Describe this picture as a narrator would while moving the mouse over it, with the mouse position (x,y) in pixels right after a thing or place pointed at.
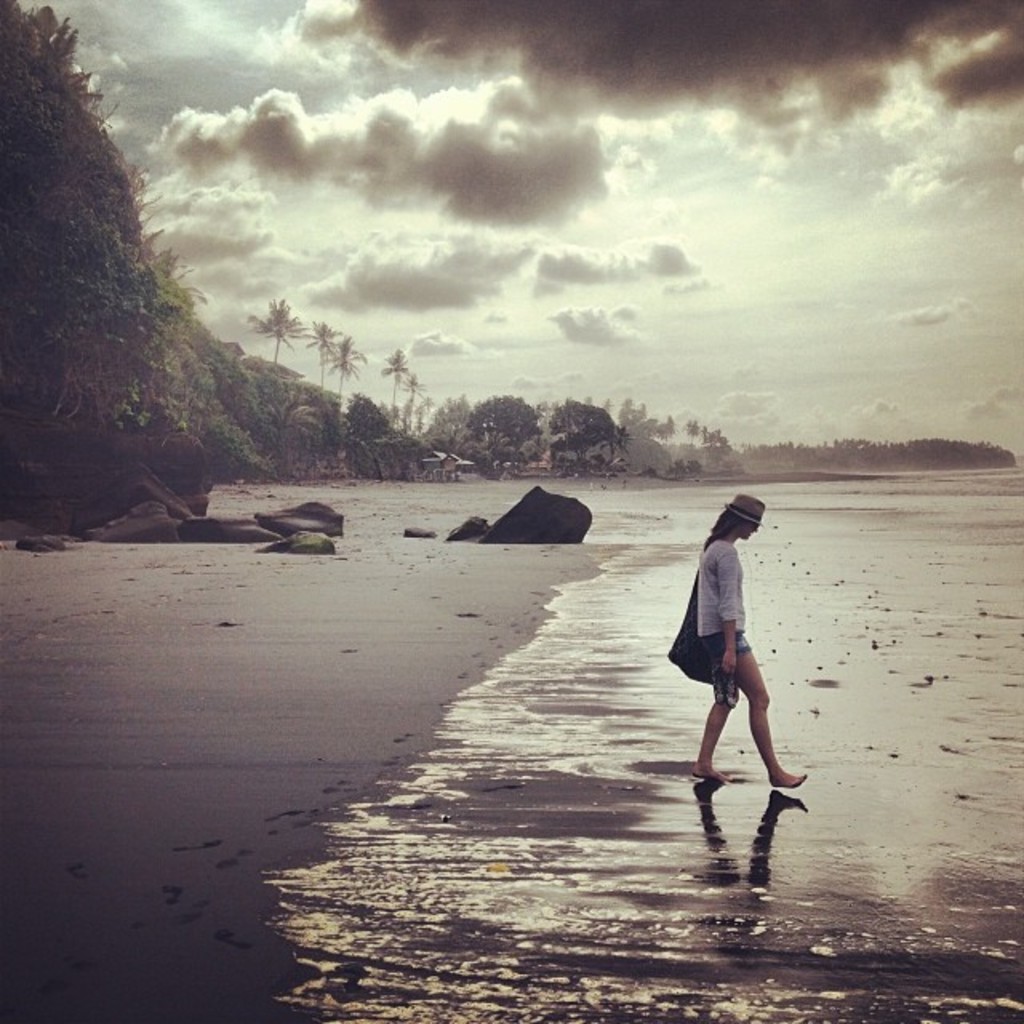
In this image a person (717,568) wearing a hat (738,500) is walking on the land (756,566) having some water (1005,565). She is carrying a bag (704,644) and she is holding footwear (723,691). Left side (321,523) few rocks (190,531) are on the land (362,560). Background there are trees (564,451). Top of the image (629,200) there is sky (556,164).
